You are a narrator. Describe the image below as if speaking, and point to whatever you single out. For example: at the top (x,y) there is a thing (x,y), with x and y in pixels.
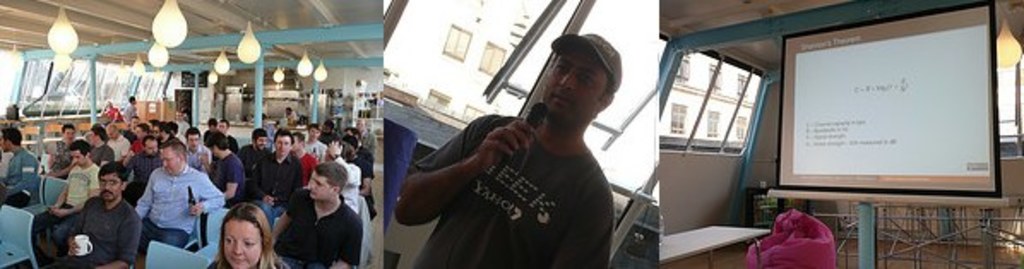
In this picture we can see a collage picture, here we can see a group of people (331,236), one person (468,231) is holding a mic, here we can see a projector screen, cap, windows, pillars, roof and some objects (827,249).
